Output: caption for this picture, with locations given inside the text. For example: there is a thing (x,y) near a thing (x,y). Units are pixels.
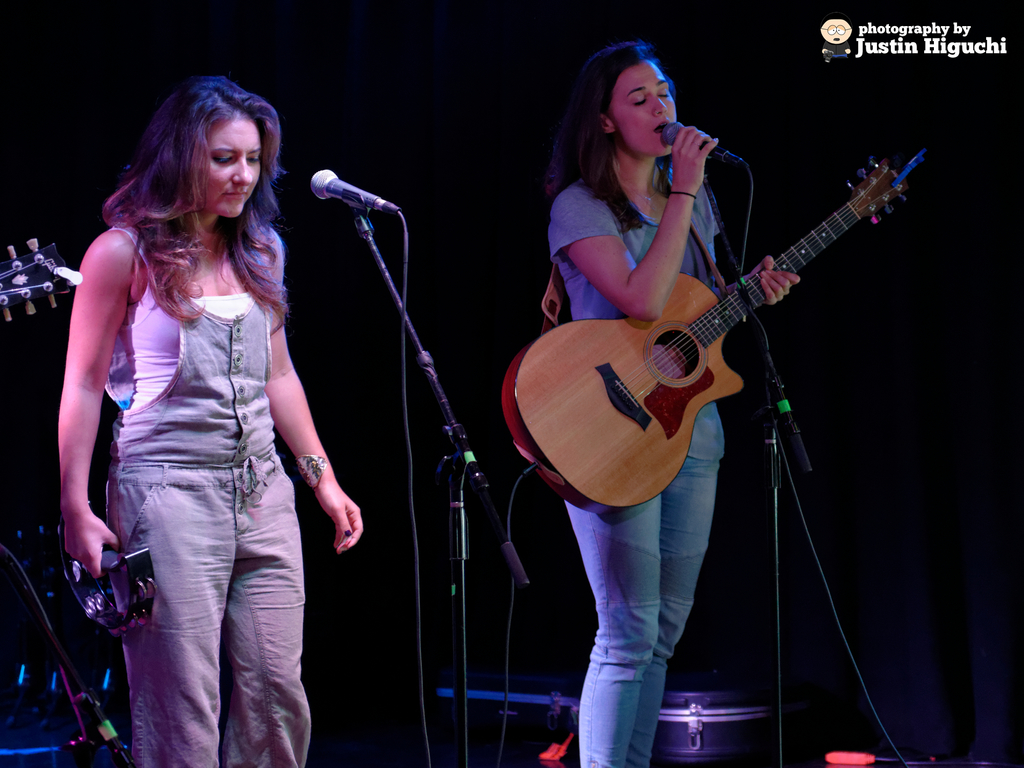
On the left side of the image (122,510) there is a lady (207,557) standing on the stage (319,756). On the right side of the image (687,390) there is a lady (713,454) holding a guitar (674,350) in her hands (685,140) and singing a song through the mic (678,131).
